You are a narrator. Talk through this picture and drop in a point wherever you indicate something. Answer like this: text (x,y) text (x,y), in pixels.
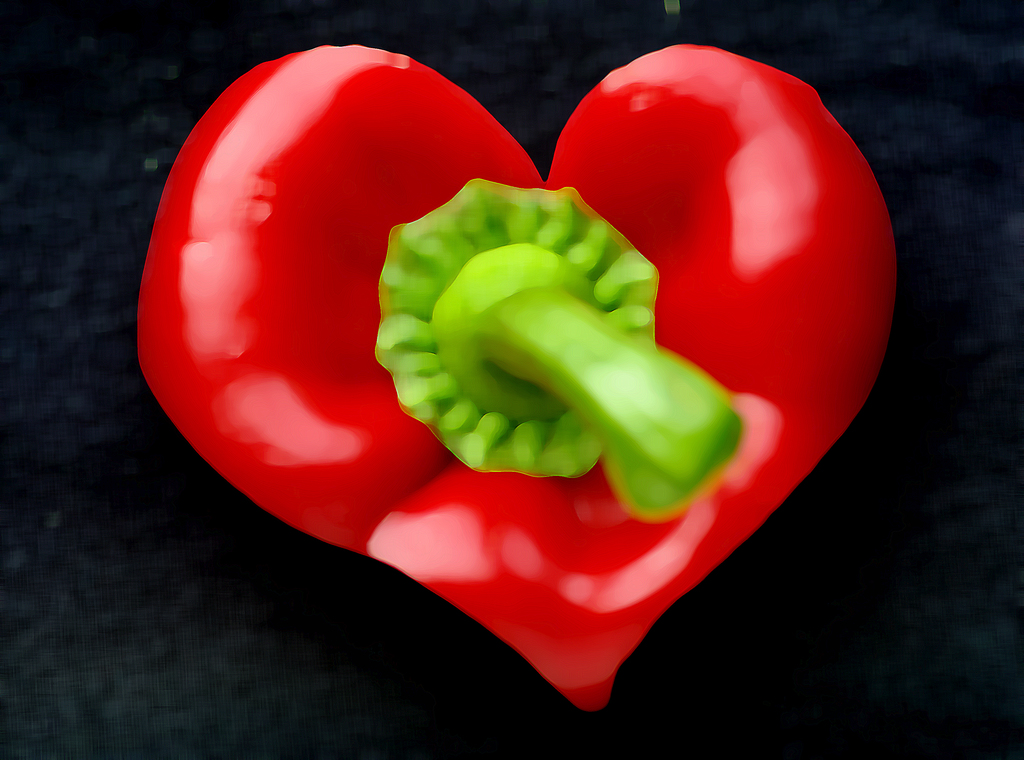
In this picture we can see a pepper heart (667,138) here, we can see black background (866,551).
